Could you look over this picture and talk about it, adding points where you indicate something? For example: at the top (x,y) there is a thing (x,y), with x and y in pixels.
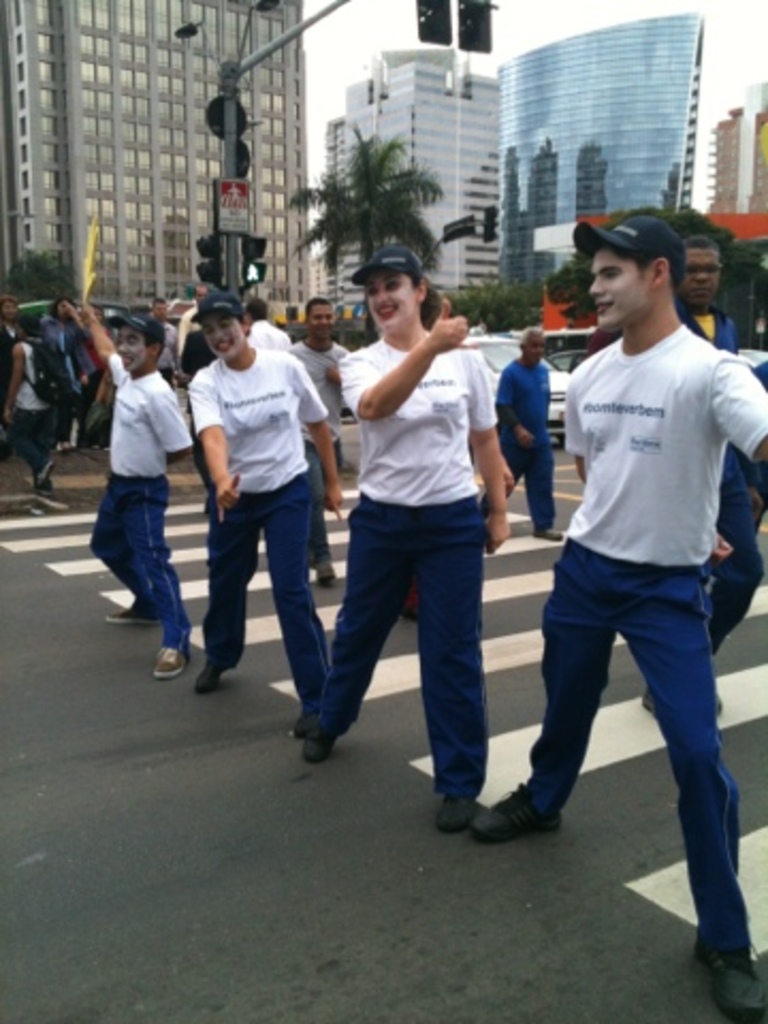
The picture is clicked outside. In the foreground (592,639) we can see the group of people (362,365) wearing t-shirts (665,364) and seems to be dancing and we can see the zebra crossing (182,518). In the background (507,327) we can see the sky (755,71), buildings (156,188), trees (391,202), group of people (701,258), vehicles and many other objects (319,17). On the left (231,151) we can see the pole (231,116) and we can see the text (239,214) on the poster (234,195) which is attached to the pole (225,162) and we can see the traffic lights (251,246), plants (514,302), trees (503,297) and some objects (47,347).
